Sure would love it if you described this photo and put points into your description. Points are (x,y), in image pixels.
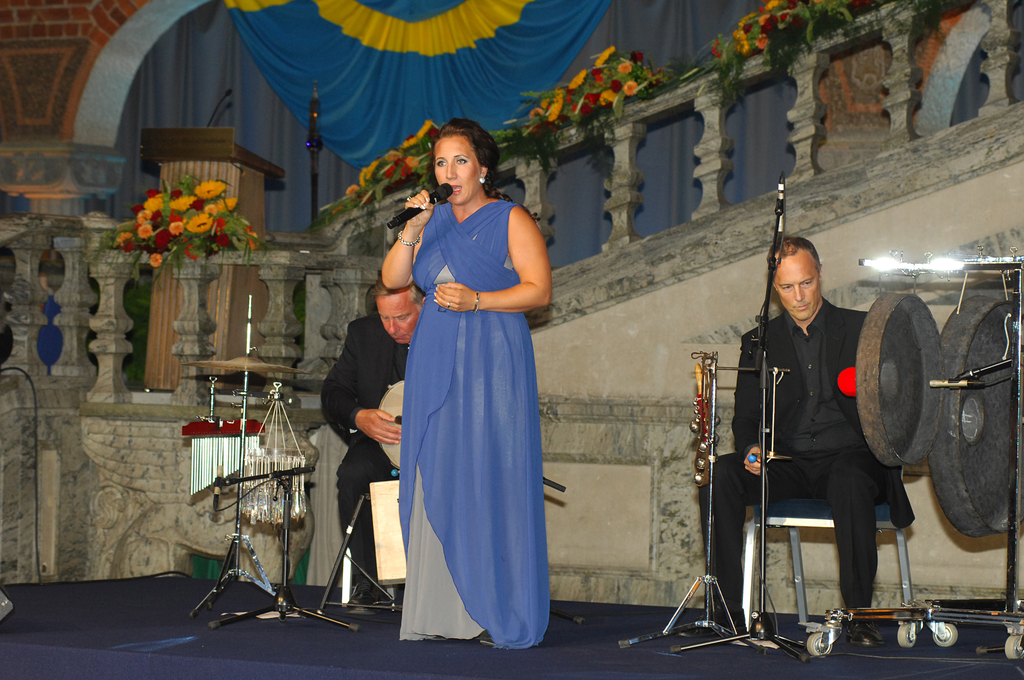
In this image there is a lady (465,329) standing on the stage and she is holding a mic (446,186) in her hand (418,224). On the both the sides of the lady (476,402) there are two persons (787,401) sitting on the chairs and playing musical instruments (916,433), behind them there are stairs (749,248) and on the top of the stairs (904,33) there are flowers (797,47). In the background (483,58) there is a curtain (286,52) hanging on the wall (97,31).
